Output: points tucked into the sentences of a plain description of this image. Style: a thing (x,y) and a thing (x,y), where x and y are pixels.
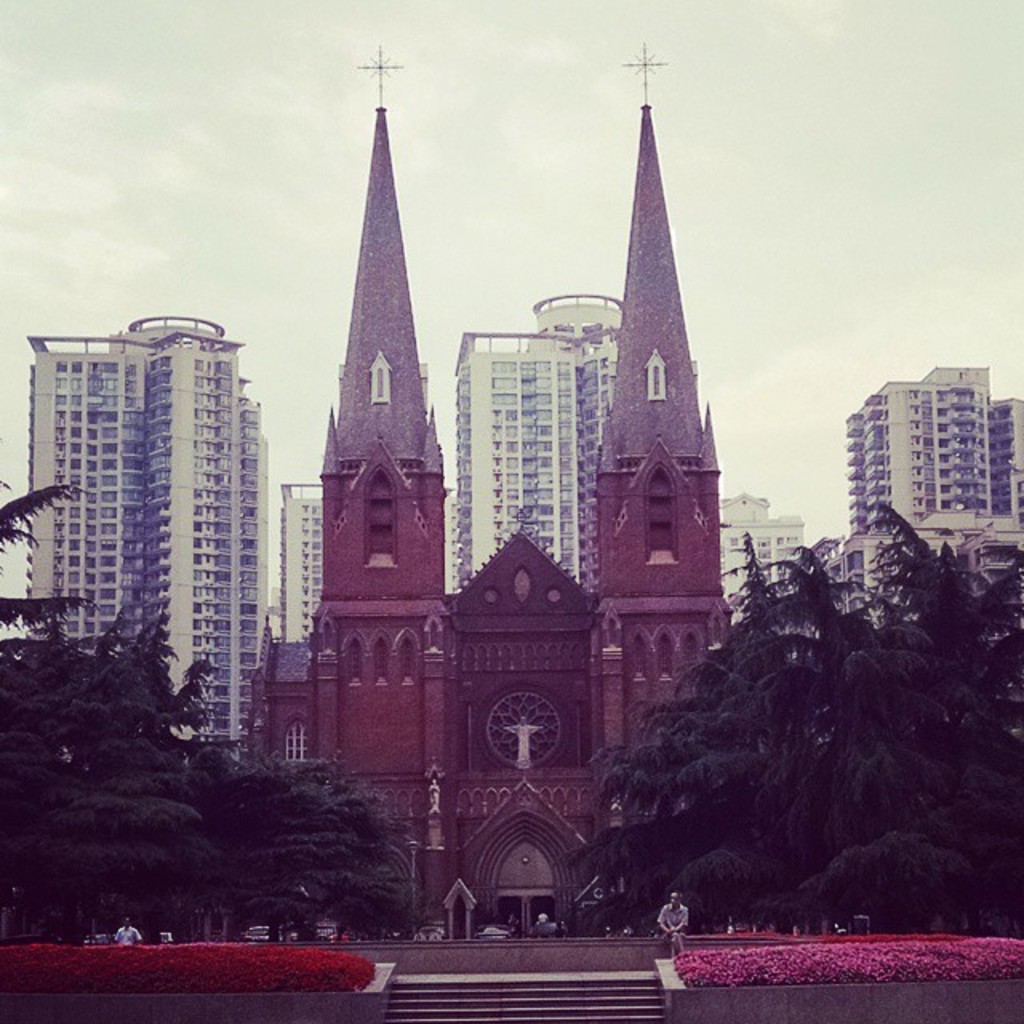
In this picture we can see few flowers (368,962), people (679,921), trees (790,804) and buildings (364,447), and we can see a person (681,934) is seated in front of the building (549,739).
